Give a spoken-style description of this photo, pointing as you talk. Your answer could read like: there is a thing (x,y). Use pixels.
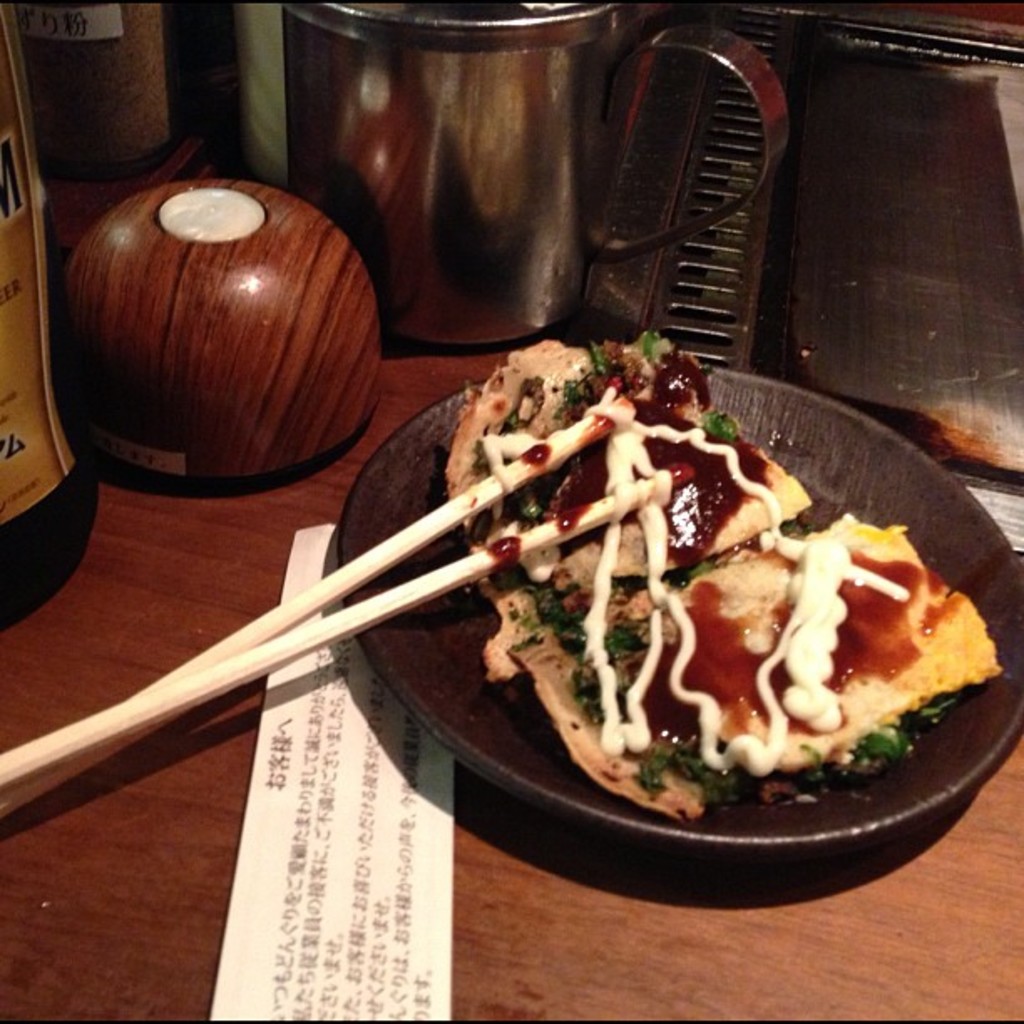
In this image i can see a food item (591,697) which is in the plate (884,500) and there are chopsticks (480,553) on top of the food item (608,556) and at the background of the image (513,292) there are some objects (481,244).
